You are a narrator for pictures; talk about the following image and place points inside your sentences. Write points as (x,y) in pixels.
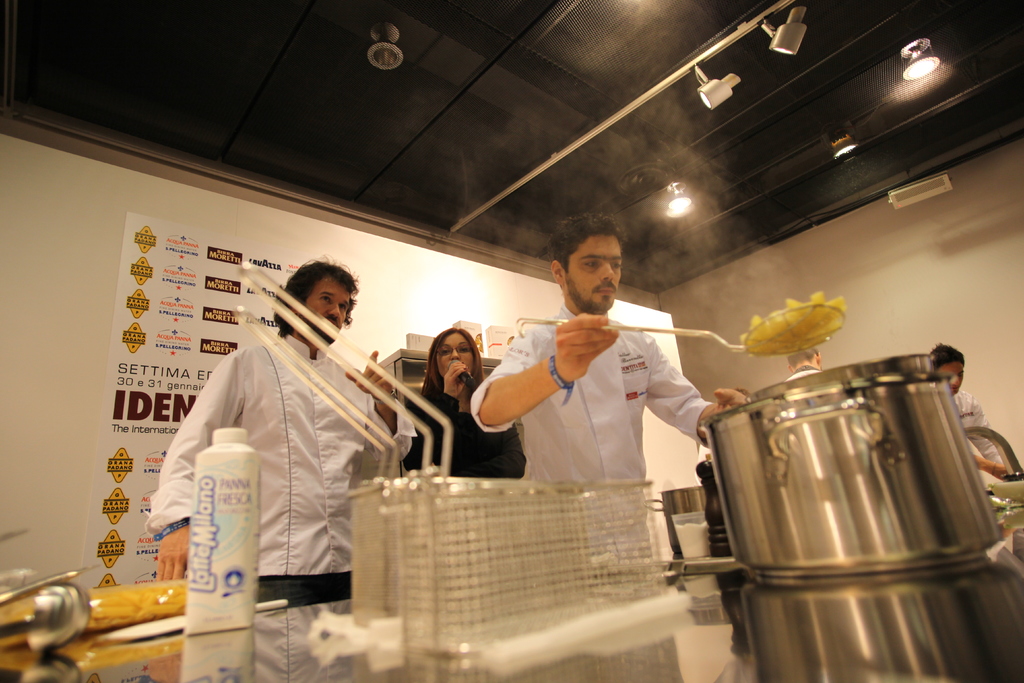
In this picture we can observe three members (436,428). Two of them were men (295,475) and the other was a woman (450,415). One of the men (491,420) was cooking some food (790,333). In front of them there is a desk (845,669) on which bottle (207,540) was placed. In the background (227,268) there is a wall (421,305) and lights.
